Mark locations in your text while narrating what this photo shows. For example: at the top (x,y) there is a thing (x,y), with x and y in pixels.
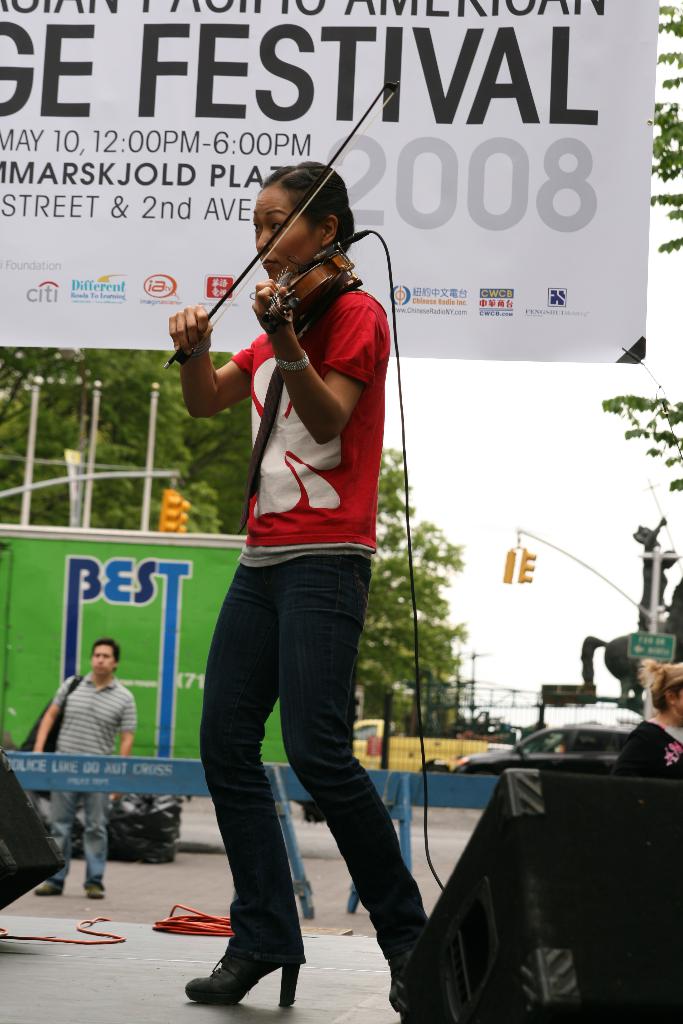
A woman (308,562) on the stage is playing violin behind her there is a hoarding (214,149), vehicle (83,629), trees (229,517) and sky (467,545).
